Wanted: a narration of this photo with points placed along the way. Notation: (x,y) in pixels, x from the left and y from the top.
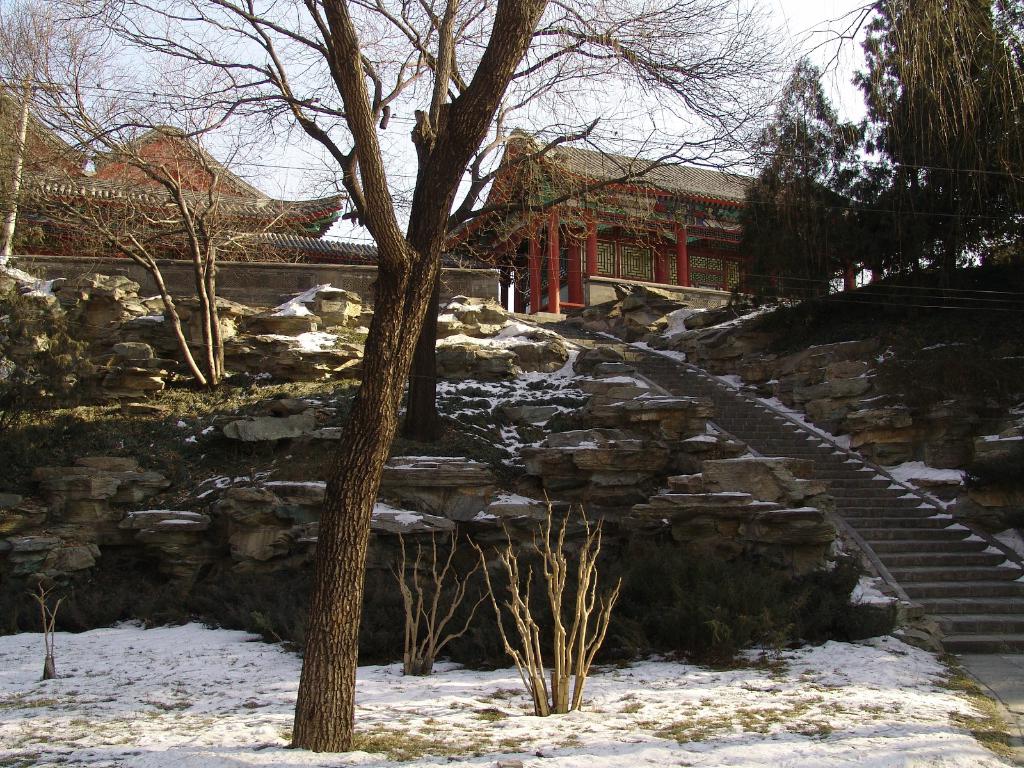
In this image I can see the stairs (762,450). To the side of the stairs (738,440) there are trees (417,430) and rocks (768,373). In the background (331,232) I can see the huts (302,235) and the sky (316,79).
